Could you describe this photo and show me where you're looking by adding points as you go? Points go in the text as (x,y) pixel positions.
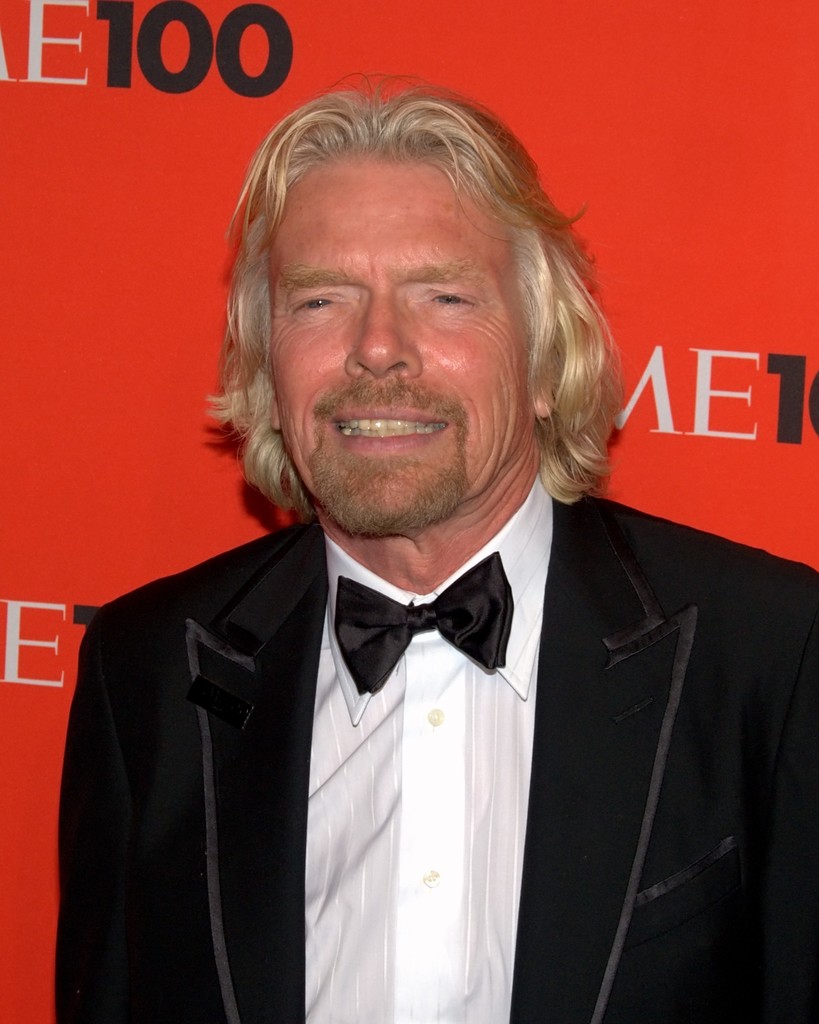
In the center of the image (453,486), we can see a person (468,545) wearing a coat (632,711) and a tie (371,634) and in the background (617,288), there is some text (145,33) on the board (617,239).
